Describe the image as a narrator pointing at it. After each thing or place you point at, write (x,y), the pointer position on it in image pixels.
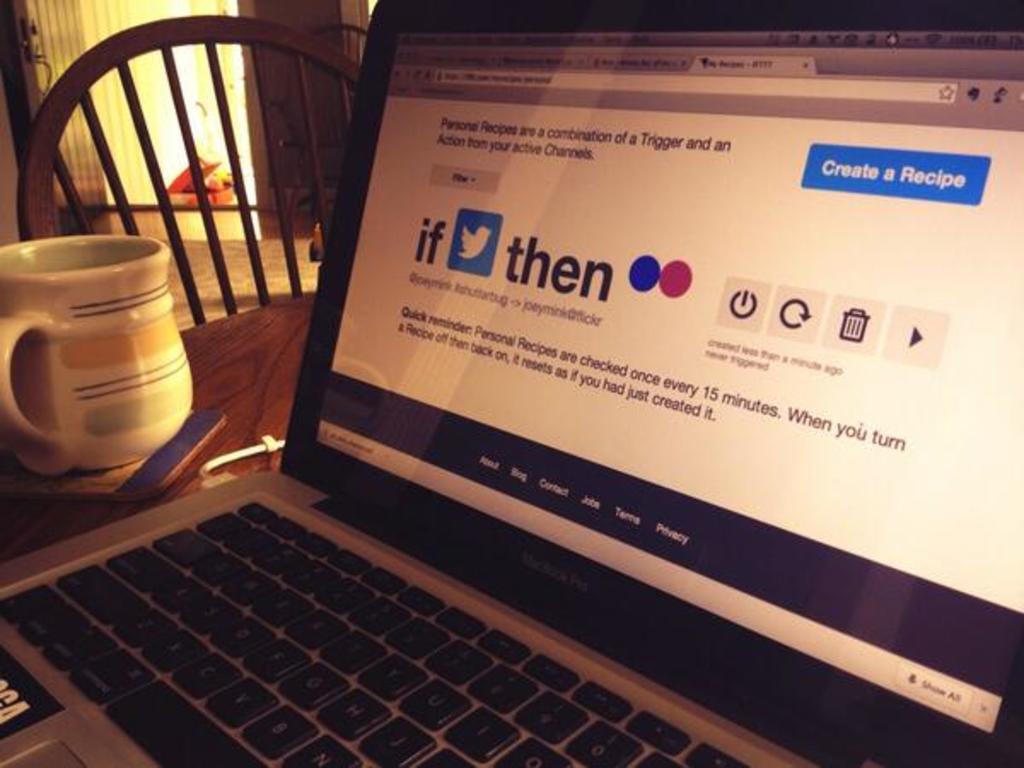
In this image i can see a laptop (351,468), a cup (138,322), a chair (183,251) behind the table (252,382).
